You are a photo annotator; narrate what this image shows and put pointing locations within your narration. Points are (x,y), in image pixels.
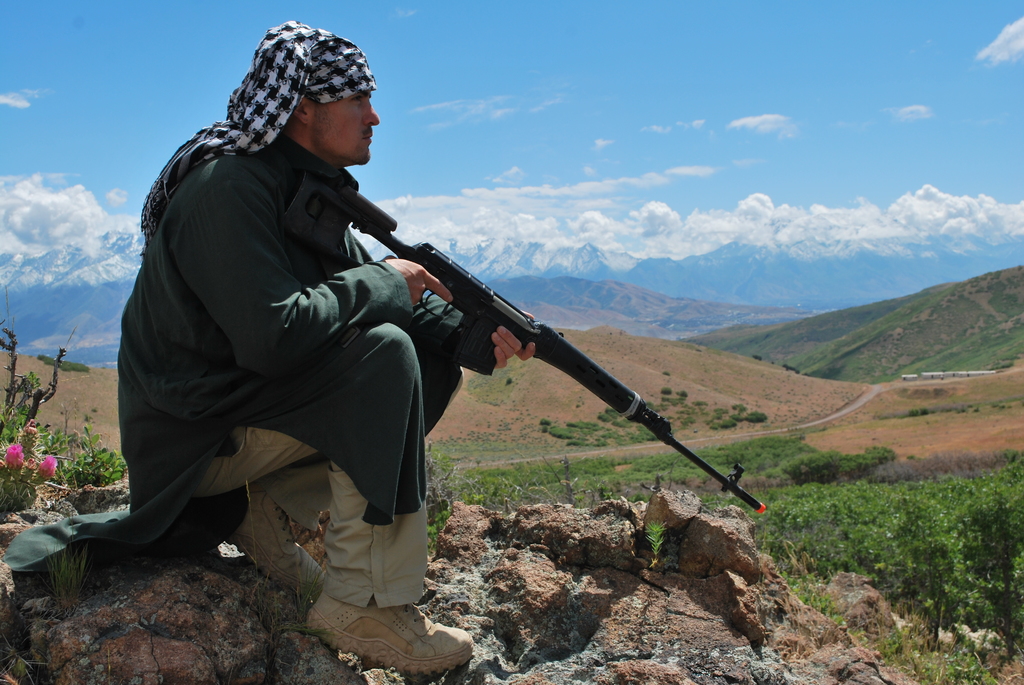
In the picture there is a person (329,403) sitting in a squat position on the stone (56,515), he is catching a gun (472,272), there are plants (437,494), there are flowers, there is a clear sky (730,68).
